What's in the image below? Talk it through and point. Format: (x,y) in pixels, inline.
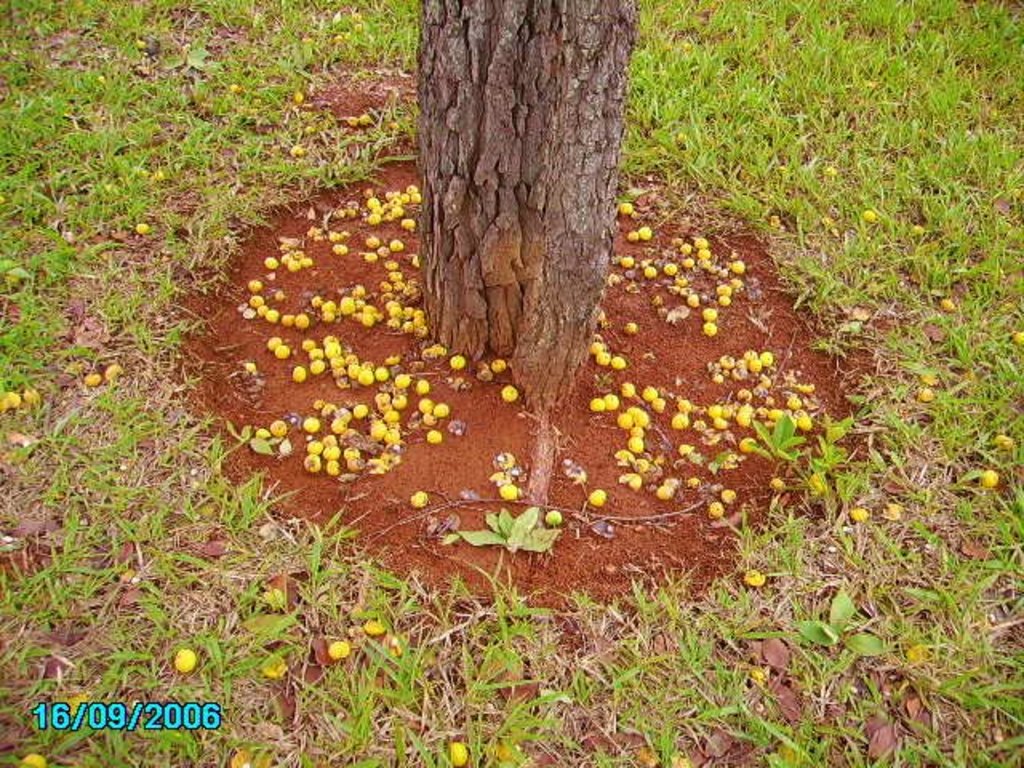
In this image we can see tree trunk (433,139). On the ground (240,191) there is grass (630,678). Also there are fruits (602,503). In the left bottom corner (111,711) there is watermark (92,716).
